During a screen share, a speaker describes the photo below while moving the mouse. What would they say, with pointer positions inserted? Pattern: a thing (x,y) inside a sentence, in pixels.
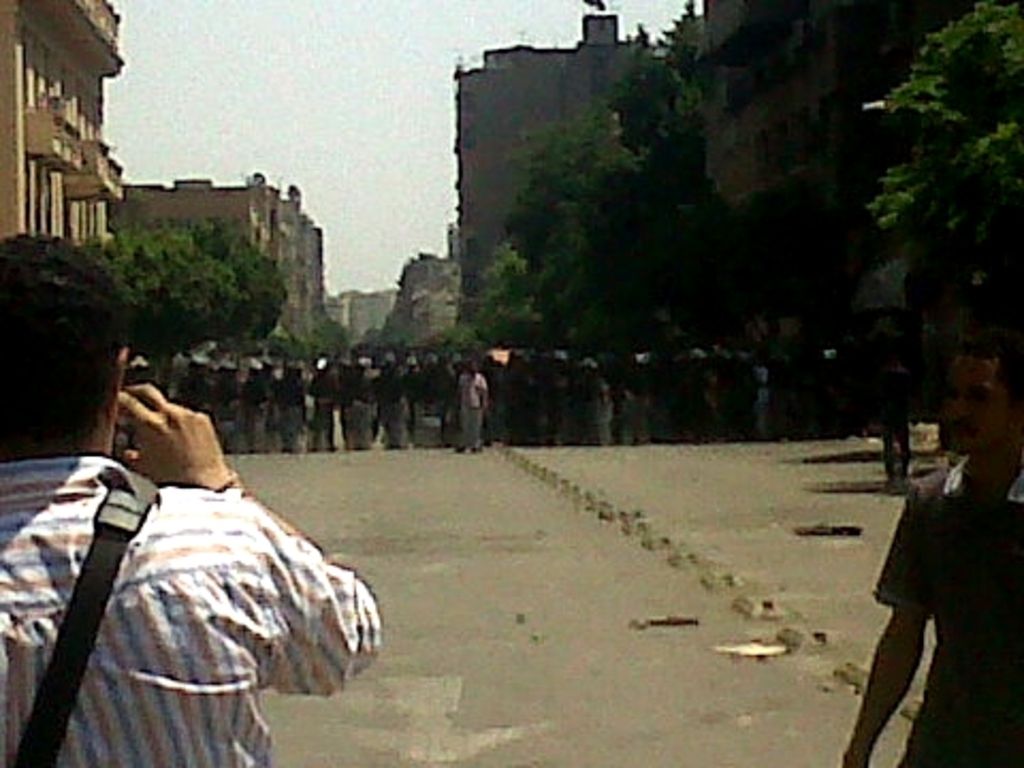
Here we can see two persons (980,742). There are trees (661,222), buildings (527,93), and group of people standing on the road (550,526). In the background (374,80) there is sky (376,47).
